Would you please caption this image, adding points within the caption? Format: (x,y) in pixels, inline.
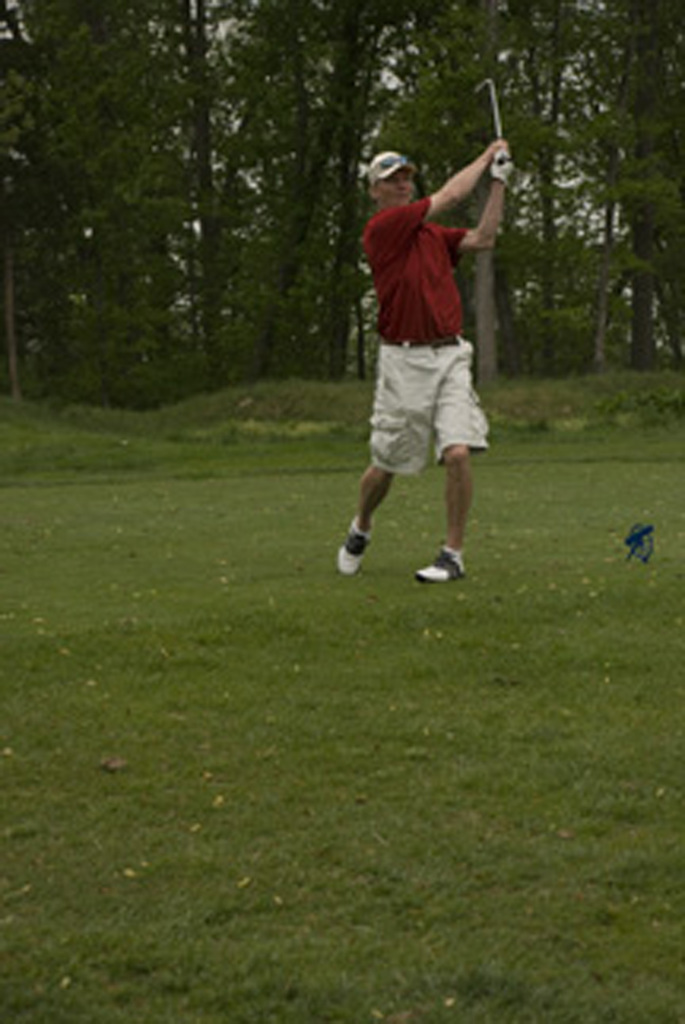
In this picture, we can see a person (397,463) holding an object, and we can see the ground (638,579) with grass (642,566), and a few trees (49,75).
